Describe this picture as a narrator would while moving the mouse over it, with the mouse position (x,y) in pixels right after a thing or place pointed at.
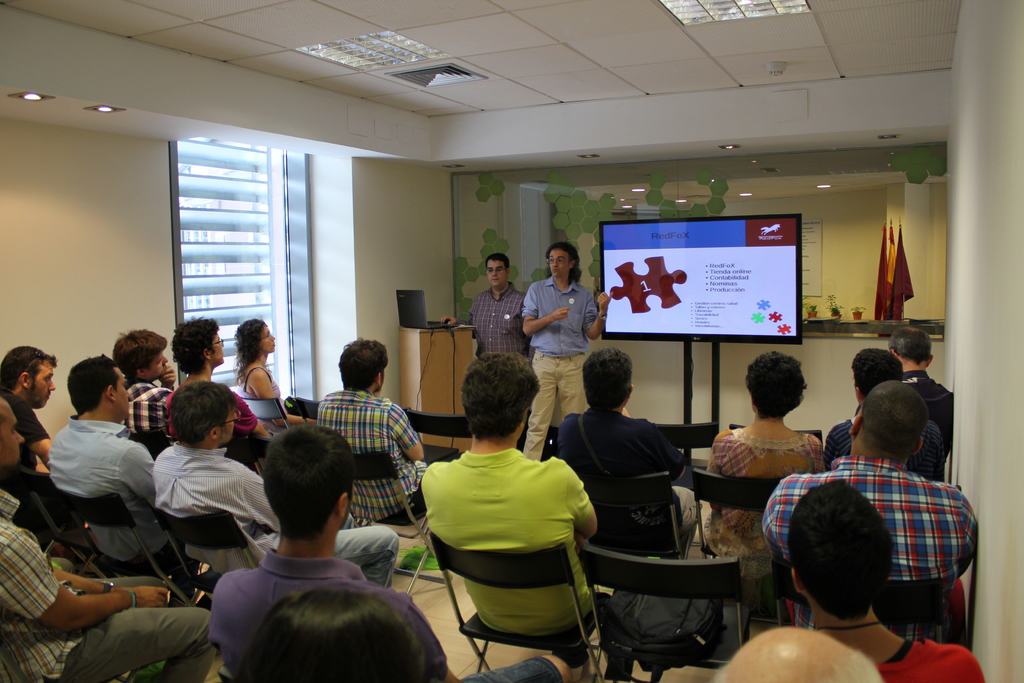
This picture shows few people (157,479) seated on the chairs (781,596) and we see couple of men (537,331) standing and we see laptop (411,306) on the cupboard (454,368) and a man (560,335) speaking. We see a television (794,223) displaying some text (749,273) on it and we see flags (898,250) and few plants (830,306) and few lights (764,15) to the ceiling (355,79).
